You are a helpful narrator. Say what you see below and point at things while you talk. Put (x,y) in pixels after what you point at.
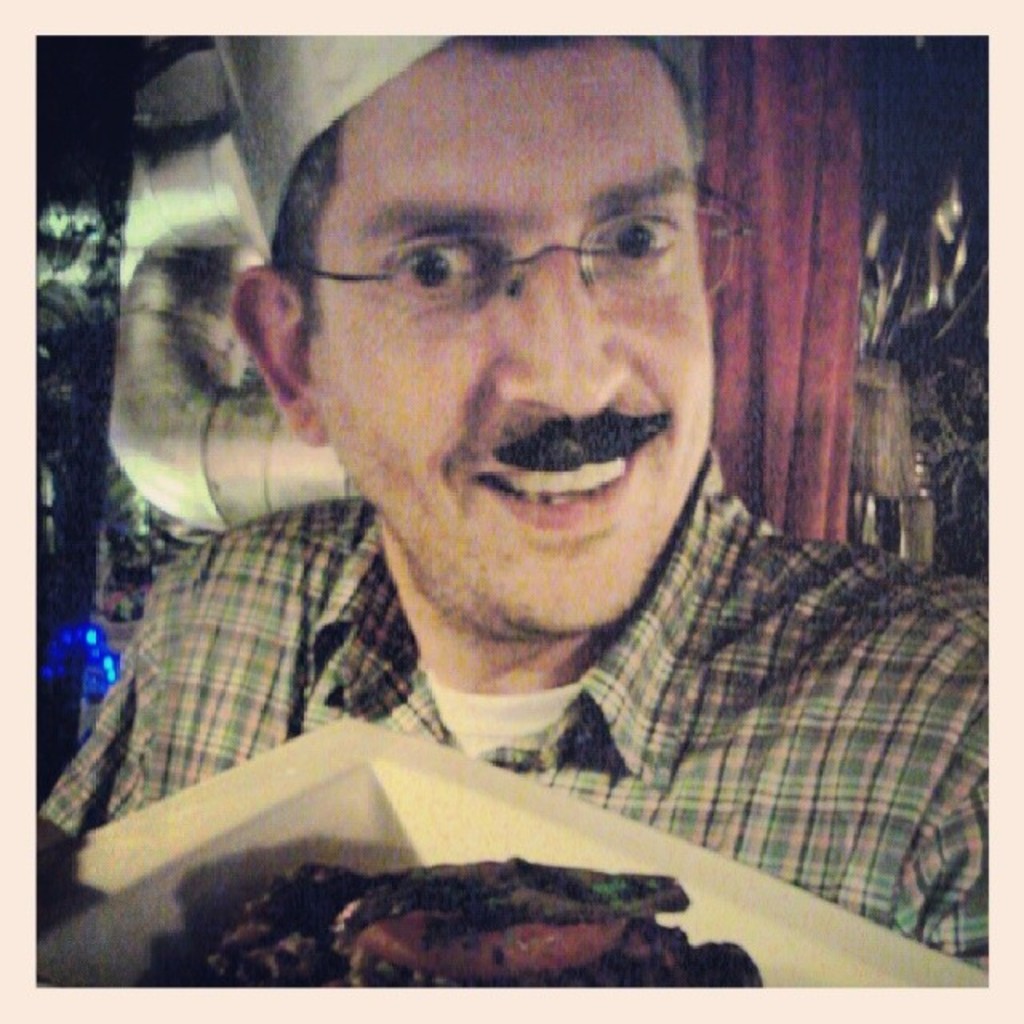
In the image a person (400,276) is holding a plate (271,774), in the plate (258,787) we can see some food (410,870). Behind the person (599,651) we can see a wall (935,537).
